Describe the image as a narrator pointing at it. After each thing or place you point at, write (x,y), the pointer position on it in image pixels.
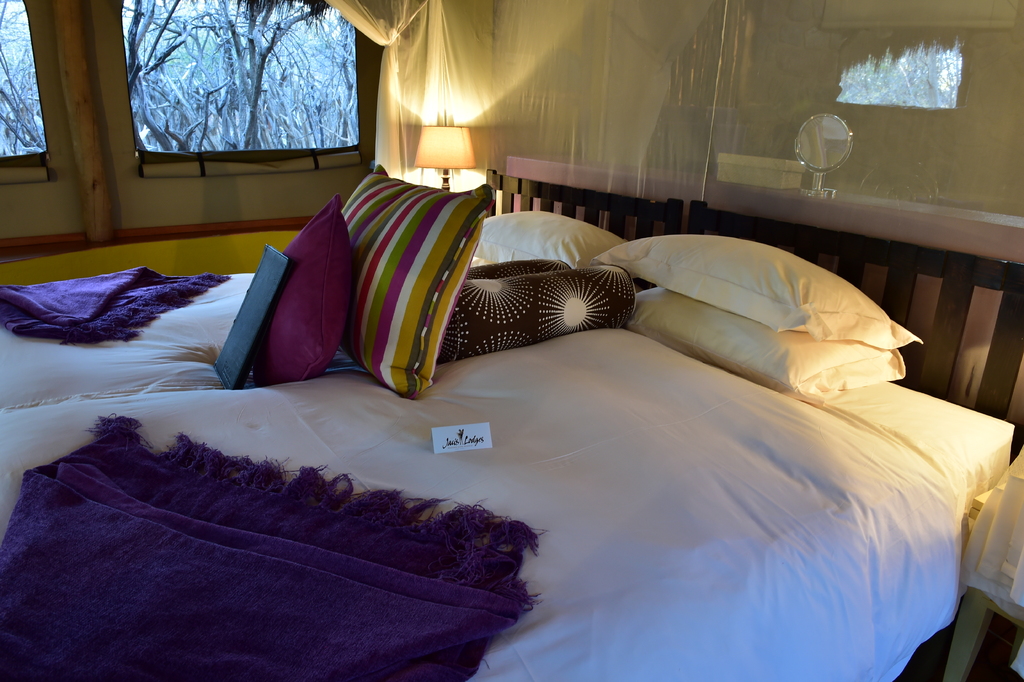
This is a picture taken in a room (591,323), this is a bed (404,460) and the bed (558,430) is covered with white cloth (736,468) on the bed (542,397) there are bed sheets (117,445), pillows (376,311), file (271,297) and a paper (436,443). Behind the bed (421,436) there is a lamp (464,151), curtain (582,112) and a glass window (211,90).
